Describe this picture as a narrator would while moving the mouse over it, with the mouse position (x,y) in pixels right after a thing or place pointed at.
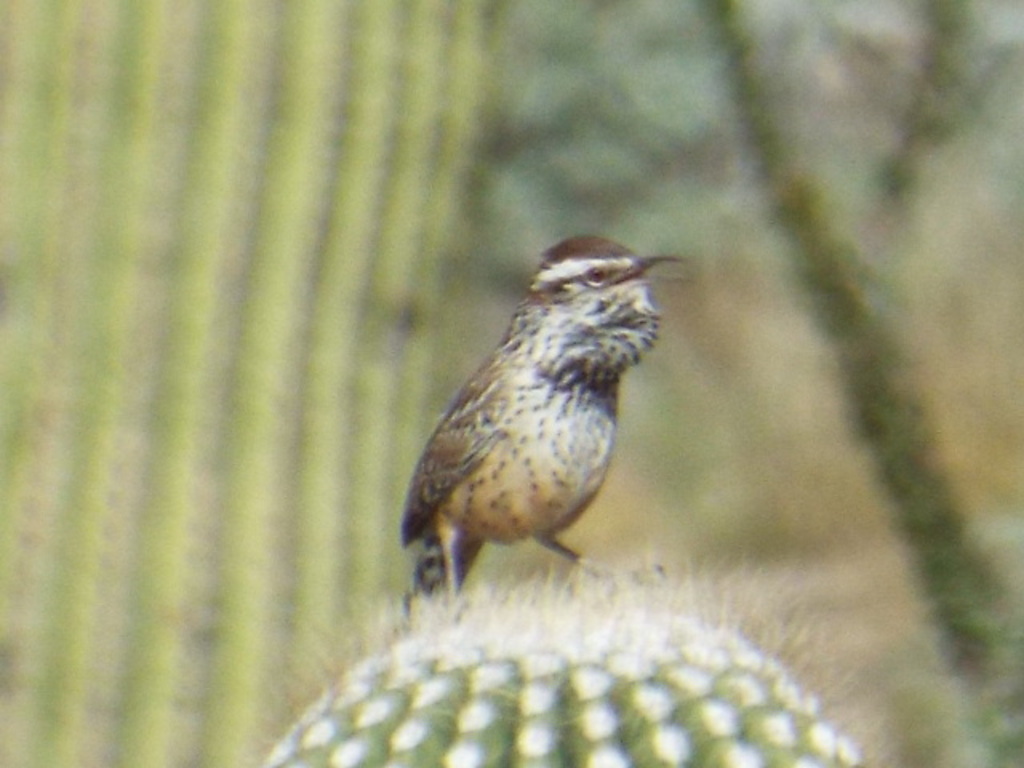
In this picture there is a bird (592,303) in the center of the image (531,304) and the background (88,208) area of the image is blur.
